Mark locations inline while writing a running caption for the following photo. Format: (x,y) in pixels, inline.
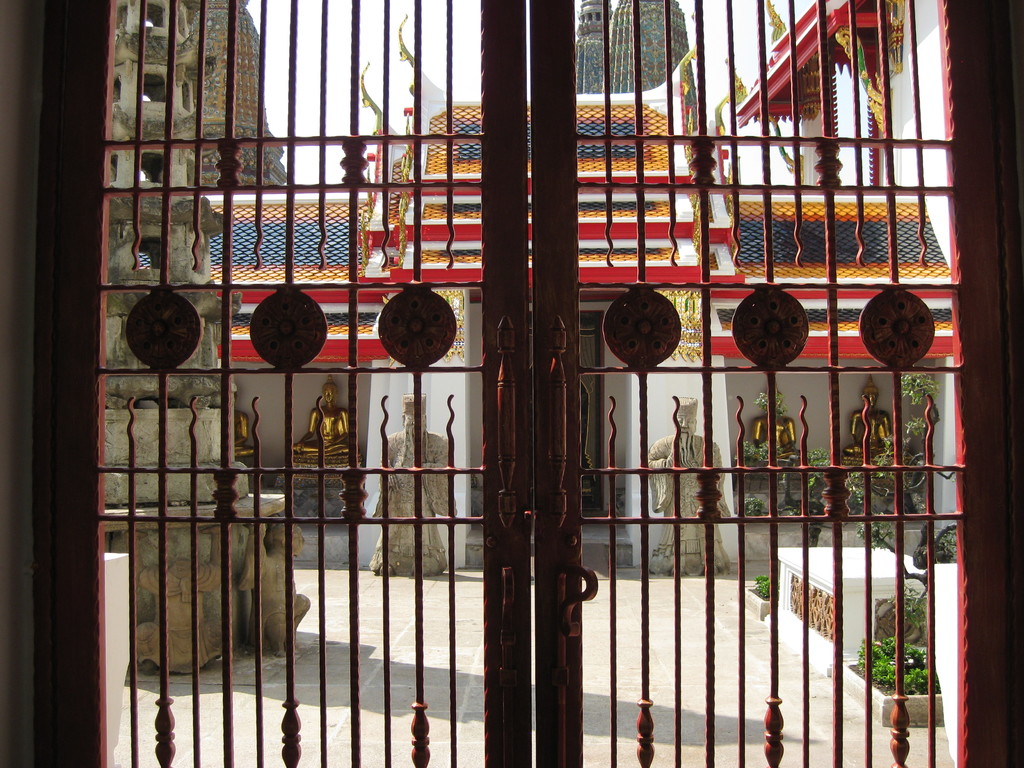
It looks like some temple (625,261), it is closed and behind the doors (287,280) there are some sculptures (338,423) and carvings (170,233) done to the walls (474,491) of the temple (452,268).
